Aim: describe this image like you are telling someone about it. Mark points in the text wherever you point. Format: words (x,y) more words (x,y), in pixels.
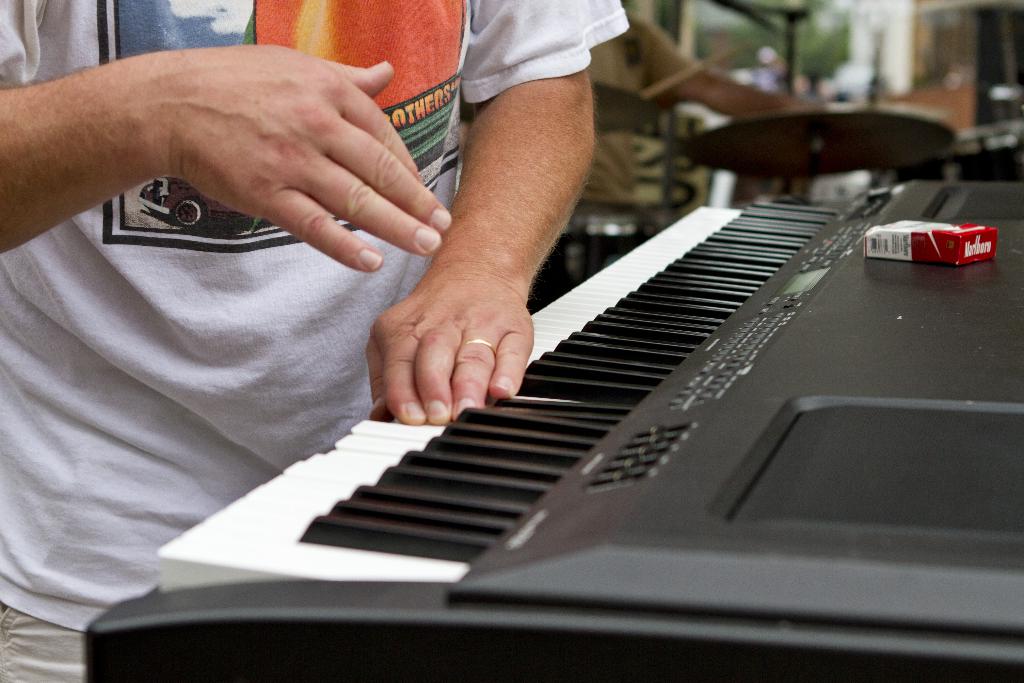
As we can see in the image there is a man (233,216) playing musical keyboard (559,374) and there are musical drums (651,103) over here.
